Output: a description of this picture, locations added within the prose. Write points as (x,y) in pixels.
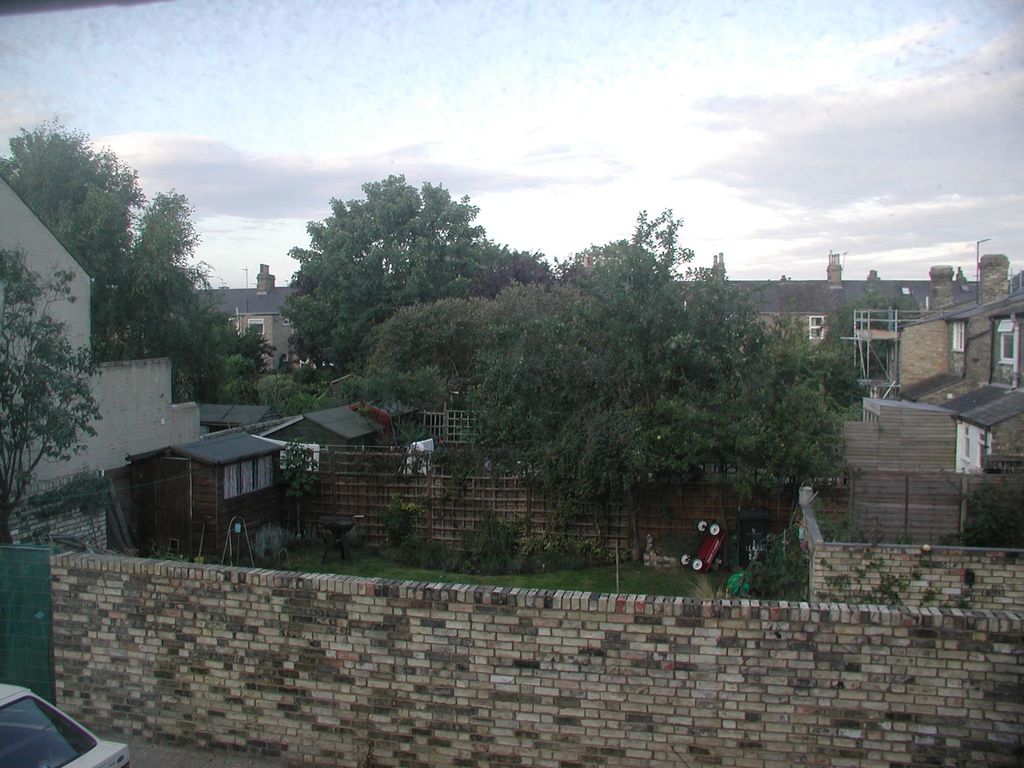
These are the green trees (593,362) in the middle (606,385) and these are the houses (971,320). At the top (558,66) it is the sky (555,81).
